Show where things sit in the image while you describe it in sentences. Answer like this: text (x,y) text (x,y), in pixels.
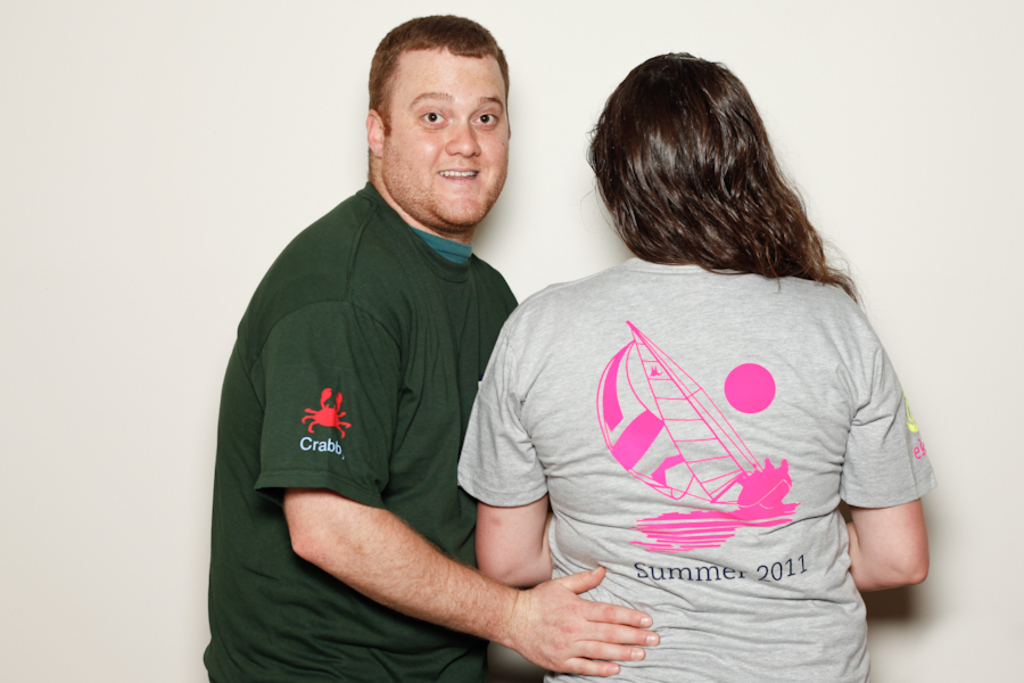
On the left (321,496) there is a man (338,381) who is wearing t-shirt (329,306) and putting his hand (629,636) on this woman (704,635). She is wearing t-shirt (734,384). Both of them are standing near to the wall (943,317).
